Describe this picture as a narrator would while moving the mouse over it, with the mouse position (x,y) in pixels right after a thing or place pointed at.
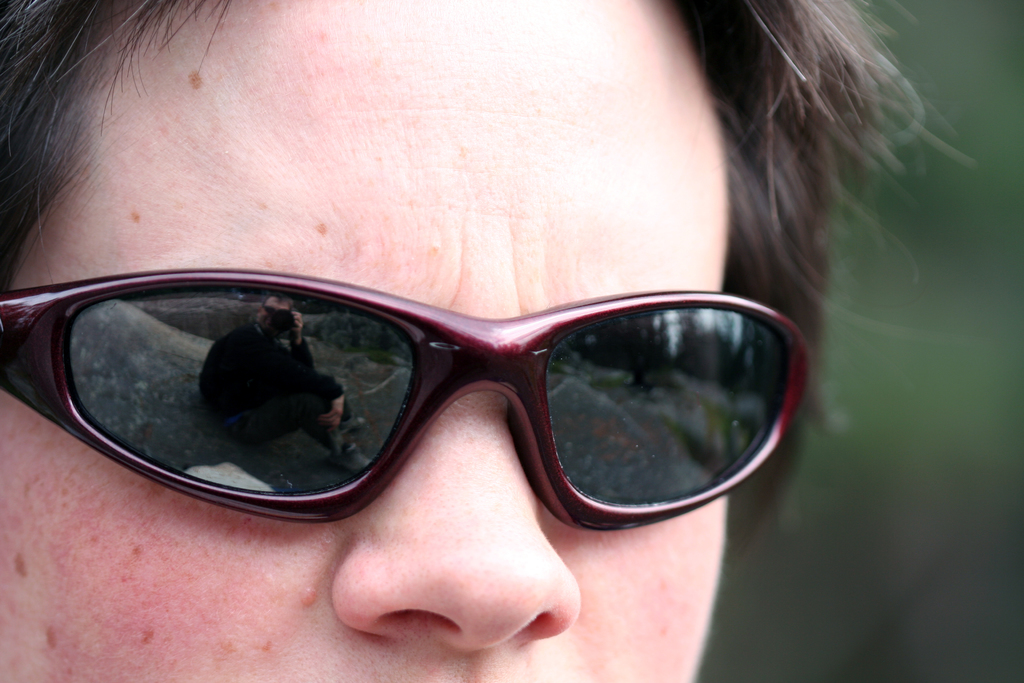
In this picture there is a person (541,91) with goggles (358,417) and there is a reflection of a person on the goggles (288,447) and there are reflections (606,385) of trees (643,362) on the goggles (618,419). Right side of the image (913,435) is blurry.
